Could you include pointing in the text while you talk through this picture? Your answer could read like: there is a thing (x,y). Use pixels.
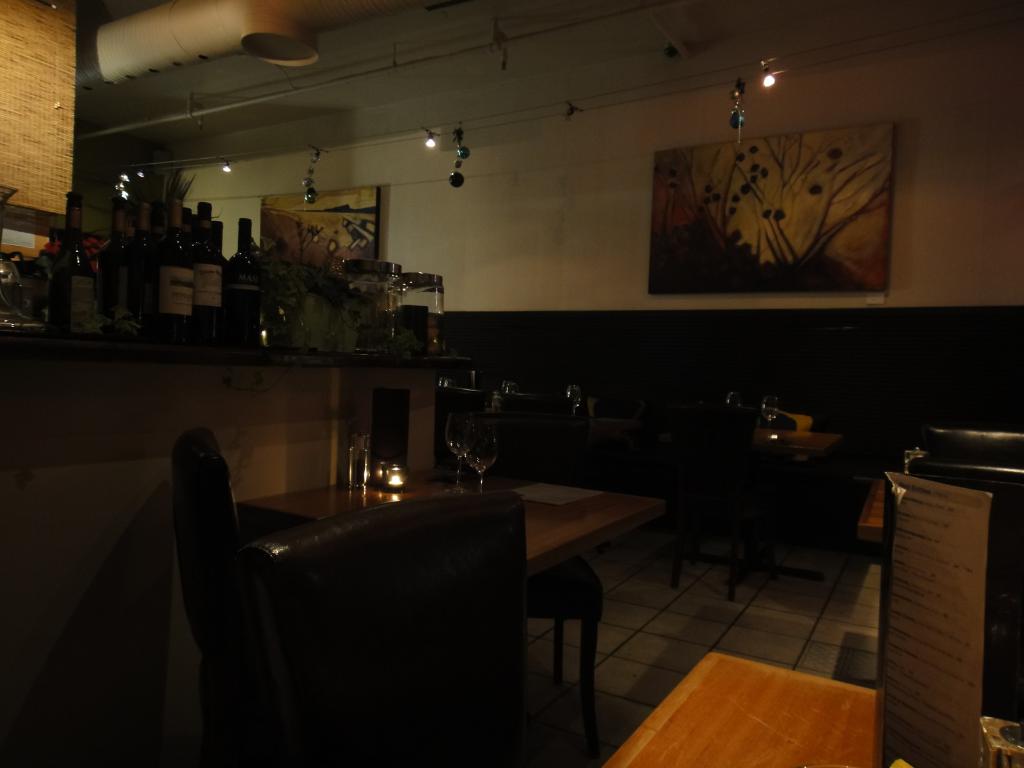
In this image I can see few glasses (472,446) on the tables (624,498). To the side of the tables (598,498) I can see the chairs (559,632). To the right (907,641) I can see the board (938,573) on the table (726,701). In the background (176,282) I can see wine bottles (171,305) and containers (434,320) on the countertop (222,349). I can see some boards (334,197) to the wall (385,205) and there are lights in the top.
